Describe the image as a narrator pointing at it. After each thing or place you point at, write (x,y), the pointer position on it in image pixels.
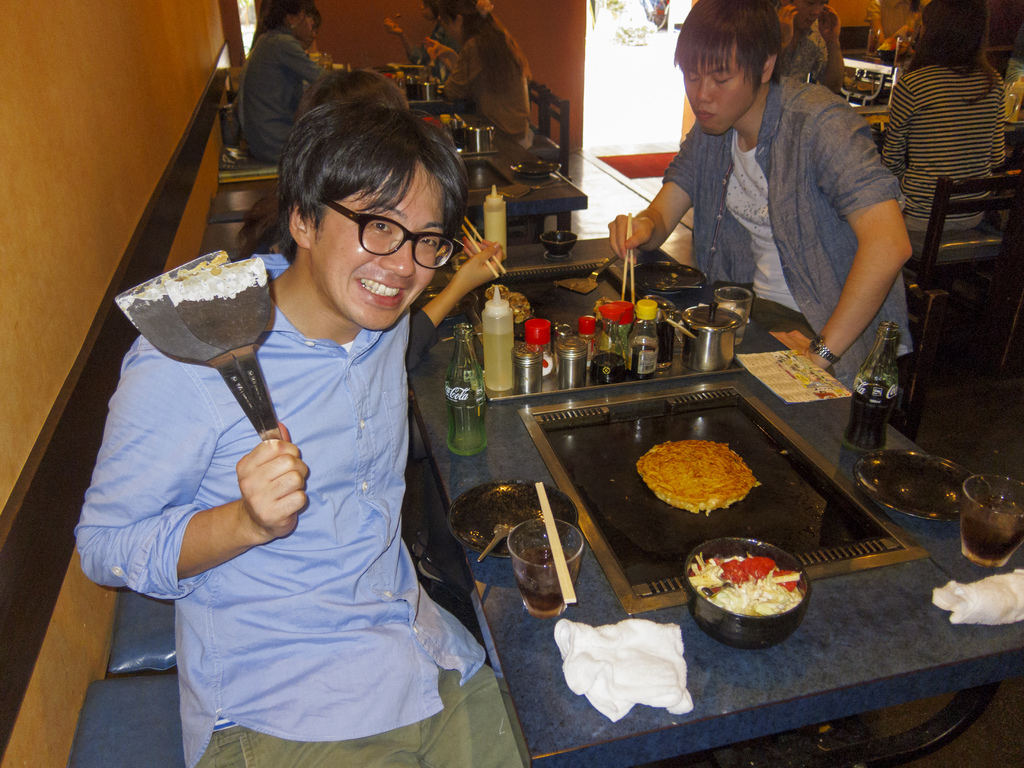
In this picture there are people (492,59) sitting, among them there's a man (324,361) holding spatulas (262,393) and smiling. We can see plates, bowl (795,579), glasses (515,541), jars (446,116), food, bottles (491,220), clothes (615,661) and objects (592,347) on tables (698,433) and we can see wall (103,43).
